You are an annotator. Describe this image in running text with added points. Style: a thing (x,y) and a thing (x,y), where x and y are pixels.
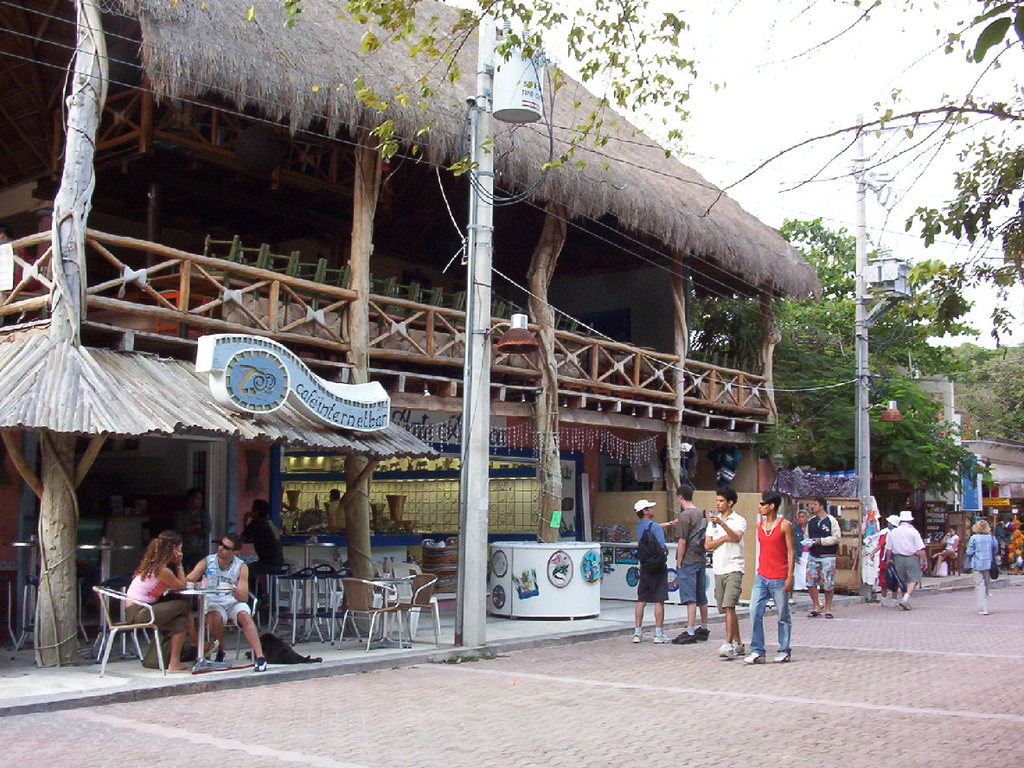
In this image, there are a few people (242,602), buildings (947,381), poles (478,491) with wires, trees (845,411). We can also see the ground (692,735) and some boards (443,435). We can also see some objects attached to poles (489,322). We can see some chairs (156,637) and tables (201,663) with objects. We can also see some stores (416,487) and the sky (833,143).
